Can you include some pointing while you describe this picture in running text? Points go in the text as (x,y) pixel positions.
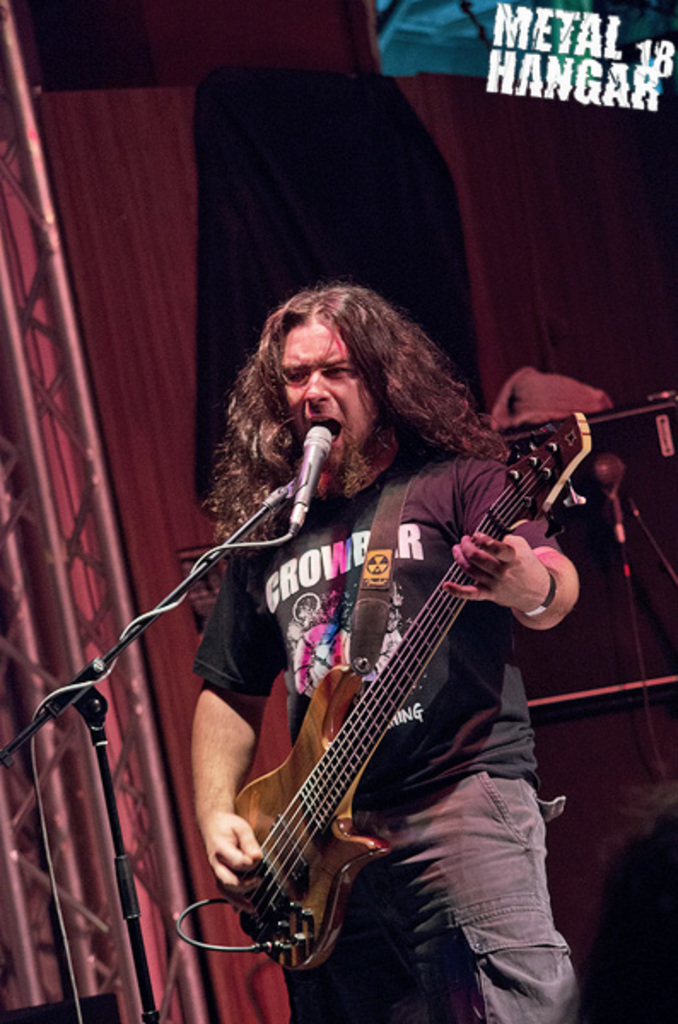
A man (356,403) is standing holding a guitar (343,839) and singing in a microphone (322,441). At the background (159,219) i can see a wooden door (103,348) and a curtain (71,483).
